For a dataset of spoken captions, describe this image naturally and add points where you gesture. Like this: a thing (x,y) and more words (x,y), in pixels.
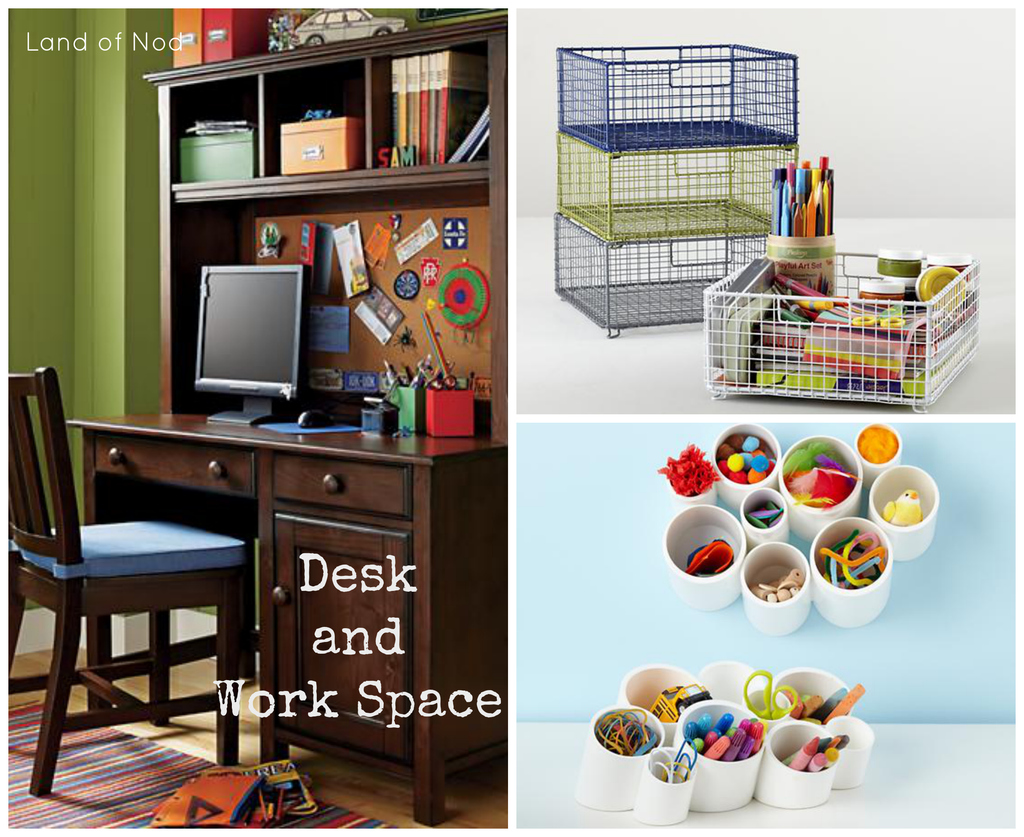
In the image we can see collage photos. On the top right (773,237) photo we can see metal basket (758,294), in it there are other objects (823,348). On the bottom right (738,772) we can see there are cups (739,700), in it there are many colorful things (724,733). On the left (135,470) photo we can see the chair (137,577), table (337,457) and on the table (312,440) there is a system (281,352) and books (426,103) kept on the shelf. Here we can see the carpet (137,777), floor (472,808) and the text (348,648).
